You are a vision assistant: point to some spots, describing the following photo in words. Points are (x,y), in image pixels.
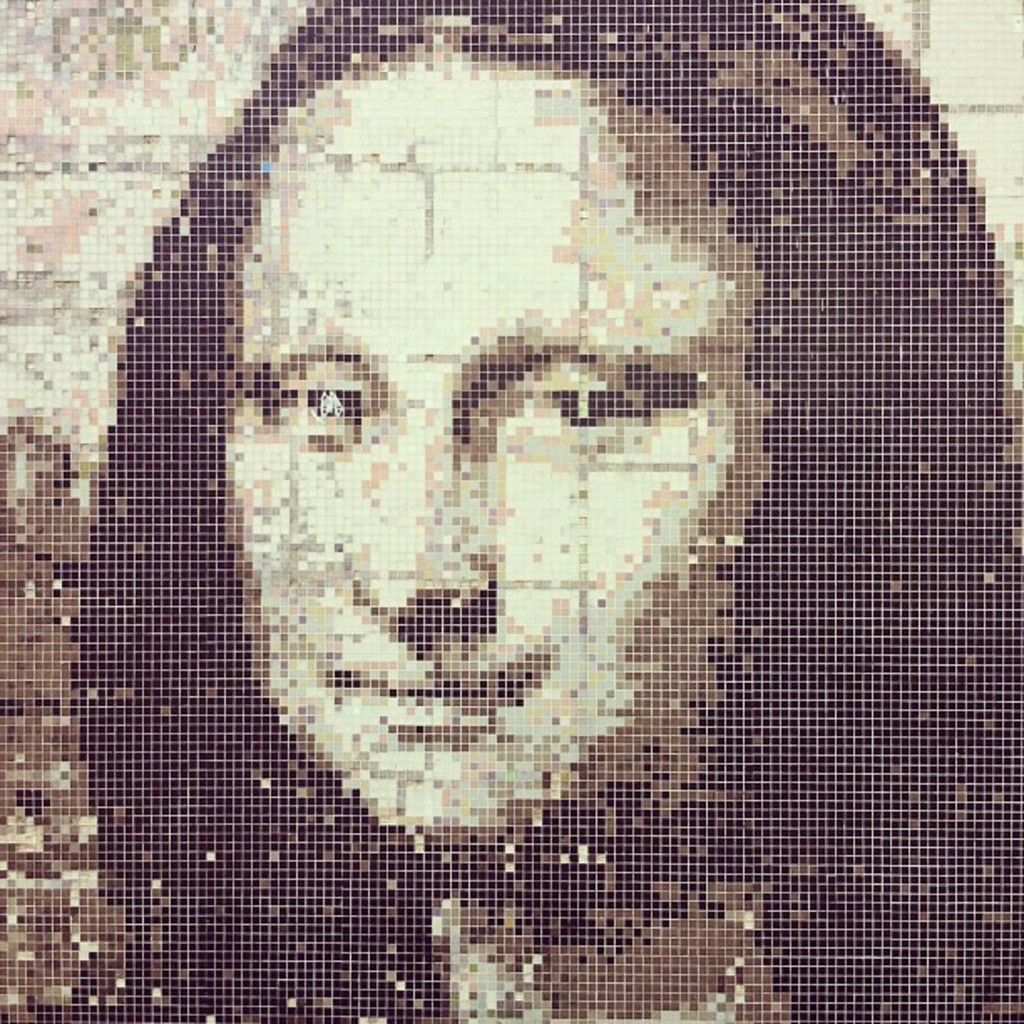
This is an edited image. In this image we can see a woman (310,302).
